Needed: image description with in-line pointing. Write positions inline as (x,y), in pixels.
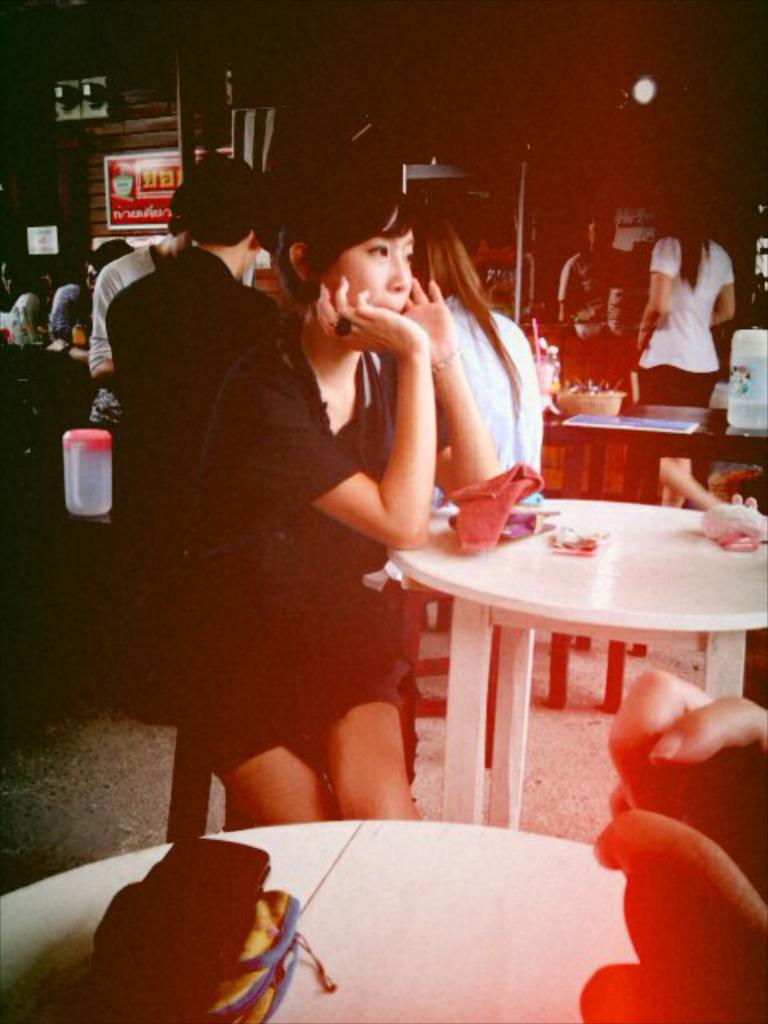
in this image some people (281,605) standing and some are sitting on the chair (183,792) the table (512,771) has many things (487,514) like papers (627,423) and something else and the back ground (373,167) is very dark.
